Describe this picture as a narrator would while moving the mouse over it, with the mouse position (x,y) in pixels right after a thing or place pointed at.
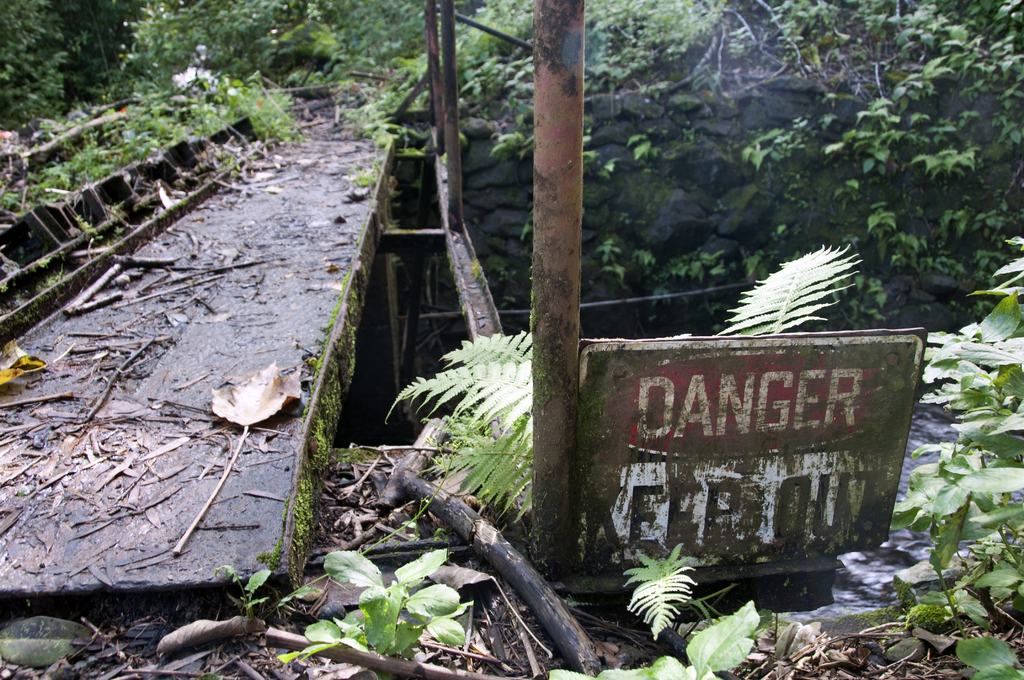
In this picture we can see a signboard (828,512), sticks (885,632), dried leaves (96,481) on a path (297,340), rods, wall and in the background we can see trees (24,58).
